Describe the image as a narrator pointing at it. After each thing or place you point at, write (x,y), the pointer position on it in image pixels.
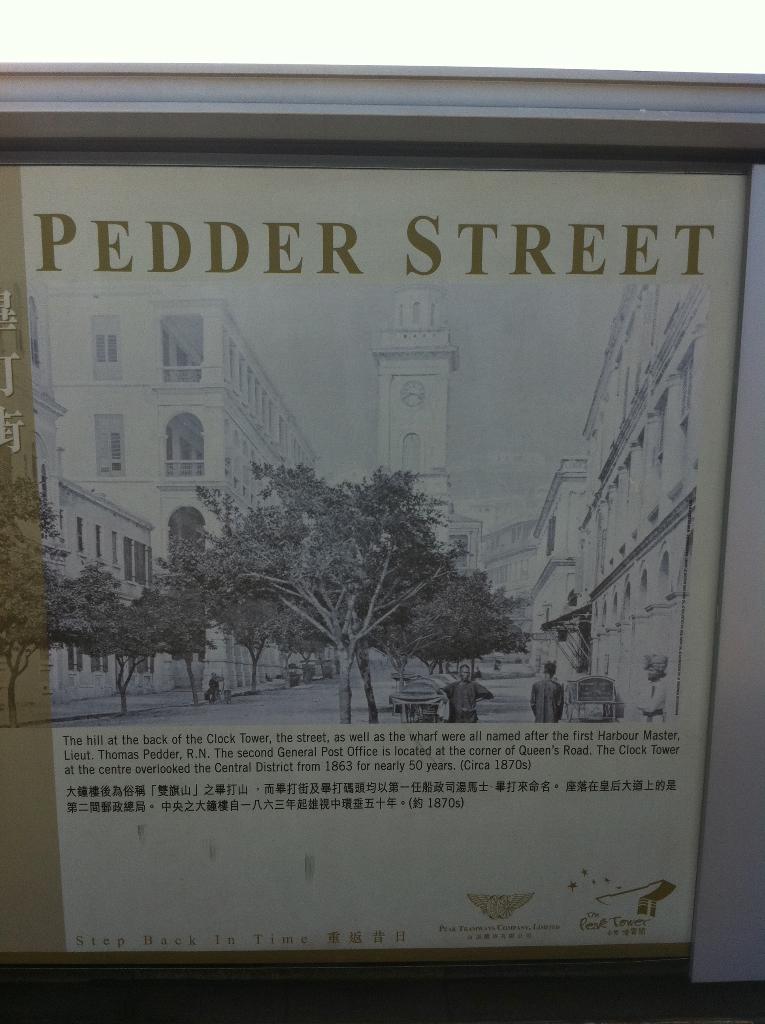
In this image, I can see a poster (463,803) with an image of buildings (199,433), trees (395,507), people (458,696) and objects (585,702). There are words (596,784) on a poster (494,930).
